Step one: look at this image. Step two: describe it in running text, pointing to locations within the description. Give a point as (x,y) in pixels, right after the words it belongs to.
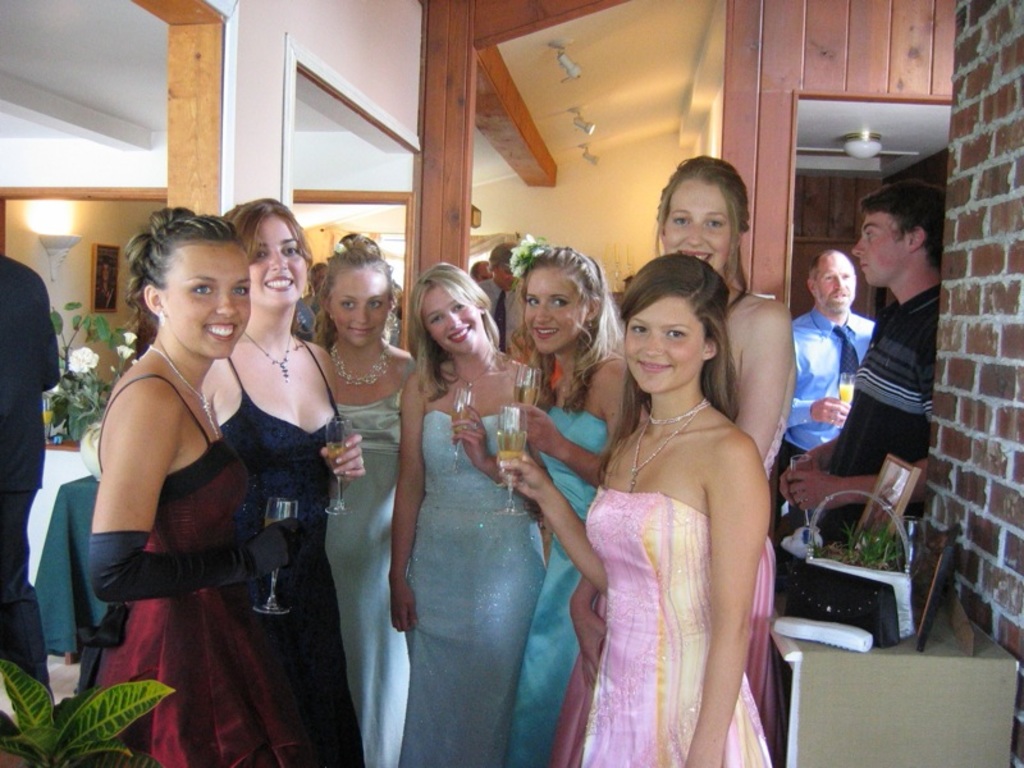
In this image I can see group of people (549,301) standing and holding glasses (462,396). Back I can see pillars (190,132), wall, plants (79,359), light (53,244) and few objects (859,635) on the table (853,664). The frame (102,294) is attached to the wall (86,235).
